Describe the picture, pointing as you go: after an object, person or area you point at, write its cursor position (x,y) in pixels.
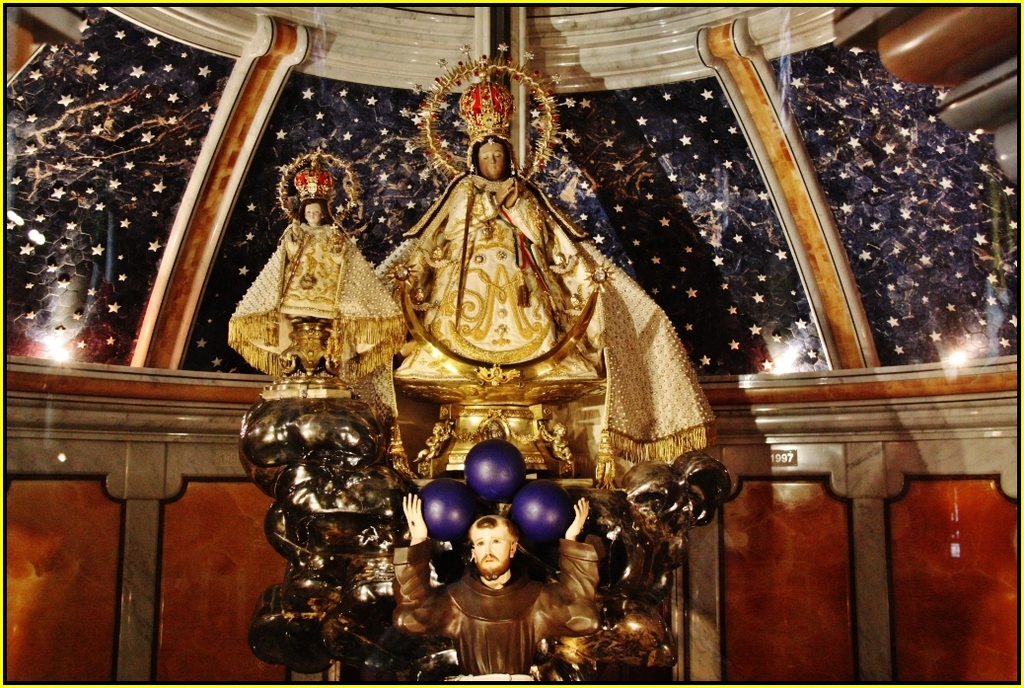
In this image we can see statues (431,325) on the pedestals (572,642). There are crowns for the statues (457,224). In the back (178,159) there is a decorative walls (395,121). Also there are lights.
